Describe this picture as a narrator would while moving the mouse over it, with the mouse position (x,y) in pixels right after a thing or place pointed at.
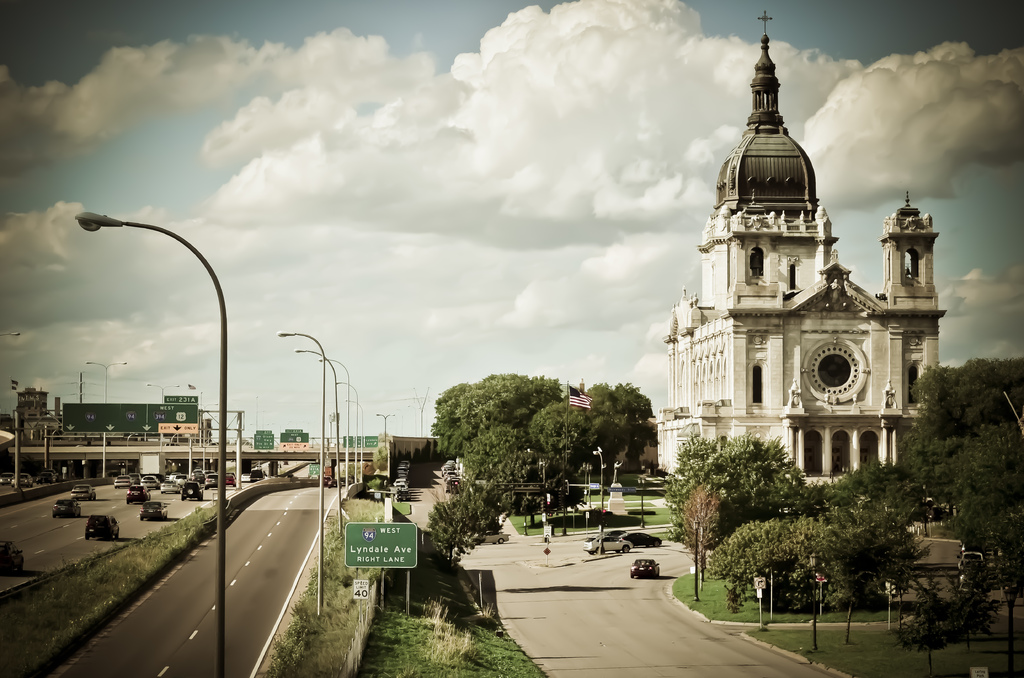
In this image, on the right side (822,315), we can see a building (880,404), trees (894,501), plants (847,495), vehicles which are moving on the road (647,610), flag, pole (600,467). In the middle of the image (379,451), we can see some street light (336,482), hoarding (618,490), vehicles (447,483) which are placed on the road (423,501), trees (468,493), plants (462,641). On the left side (118,524), we can also see few vehicles (152,456) which are moving on the road (10,516), pole (45,448). In the background (107,455), we can see a bridge (187,455), hoardings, street light (385,430). At the top (537,184), we can see a sky (638,72) which is a bit cloudy, at the bottom (820,641), we can see a grass (83,591) and a road (251,554).
